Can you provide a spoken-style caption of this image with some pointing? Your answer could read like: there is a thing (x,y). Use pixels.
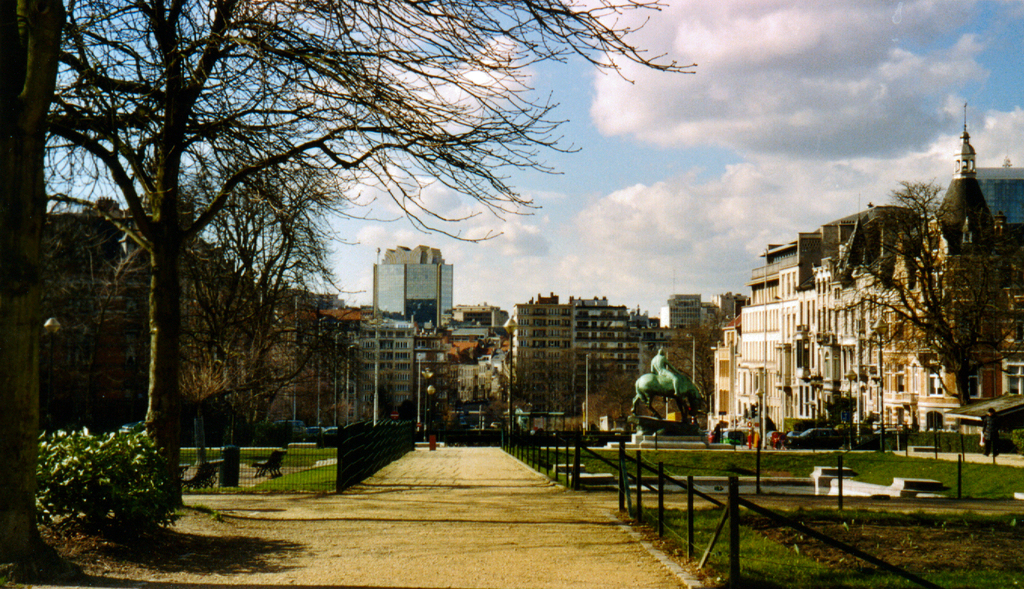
In this image I can see buildings (132,287) in the center of the image (354,312). Trees (322,68) on the left (322,68) and right sides of the image. At the top of the image (555,160) I can see the sky (547,198). At the bottom of the image (531,512) I can see a road (543,523) and grills (198,447) on both sides of the road (296,535).
